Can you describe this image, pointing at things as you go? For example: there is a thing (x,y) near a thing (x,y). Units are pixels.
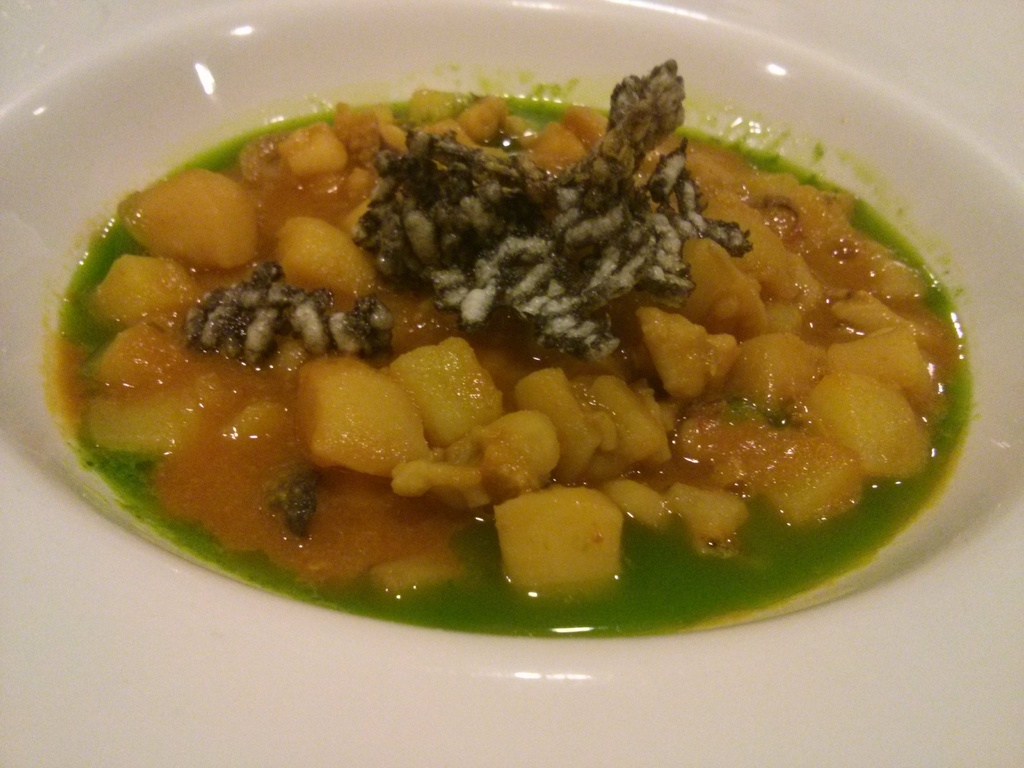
In this image there is a plate (500,87). There is food (412,288) on the plate (153,60).
